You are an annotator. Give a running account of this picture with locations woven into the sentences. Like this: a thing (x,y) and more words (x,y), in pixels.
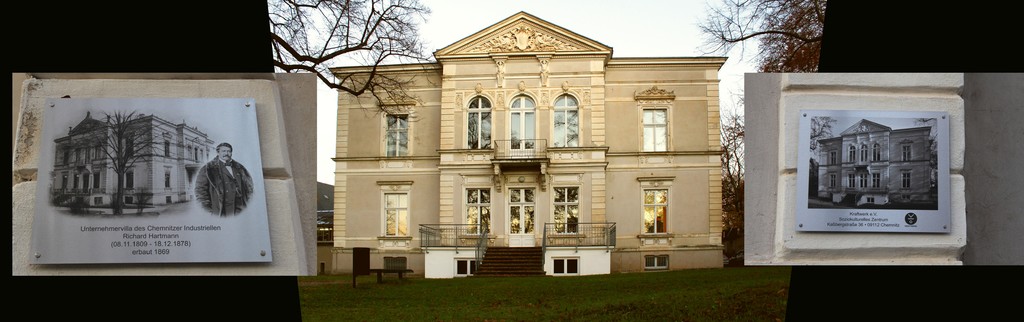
On the either side of the image we can see frames (48,188) fixed to the wall (281,223) in which we can see building (147,127), we can see a person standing here, some text (87,230) and trees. At the center of the image (375,130) we can see a house (493,183), grass (707,271), trees (293,37) and the sky (661,20) in the background (454,33).
